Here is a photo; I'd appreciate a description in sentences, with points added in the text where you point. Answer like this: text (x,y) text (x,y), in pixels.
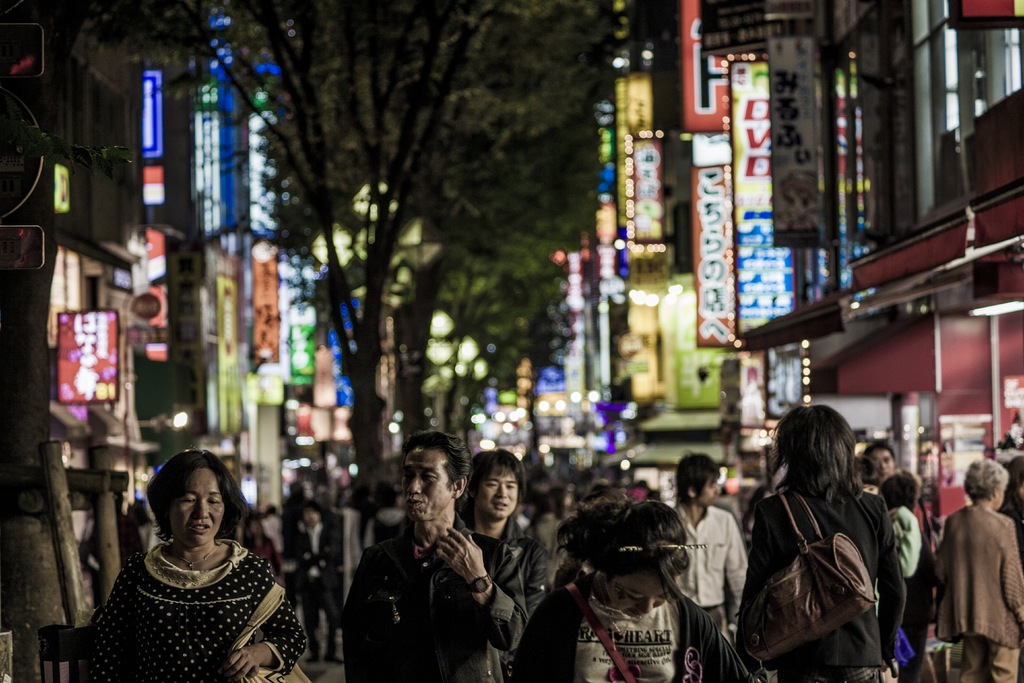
The image is taken in the nighttime on the road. In this image there is a road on which there are people (592,492) walking on it. There are trees (373,434) in the middle of the road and there are buildings (86,194) on either side of the road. To the buildings (684,207) there are hoardings (650,240) with the lights (628,226).
